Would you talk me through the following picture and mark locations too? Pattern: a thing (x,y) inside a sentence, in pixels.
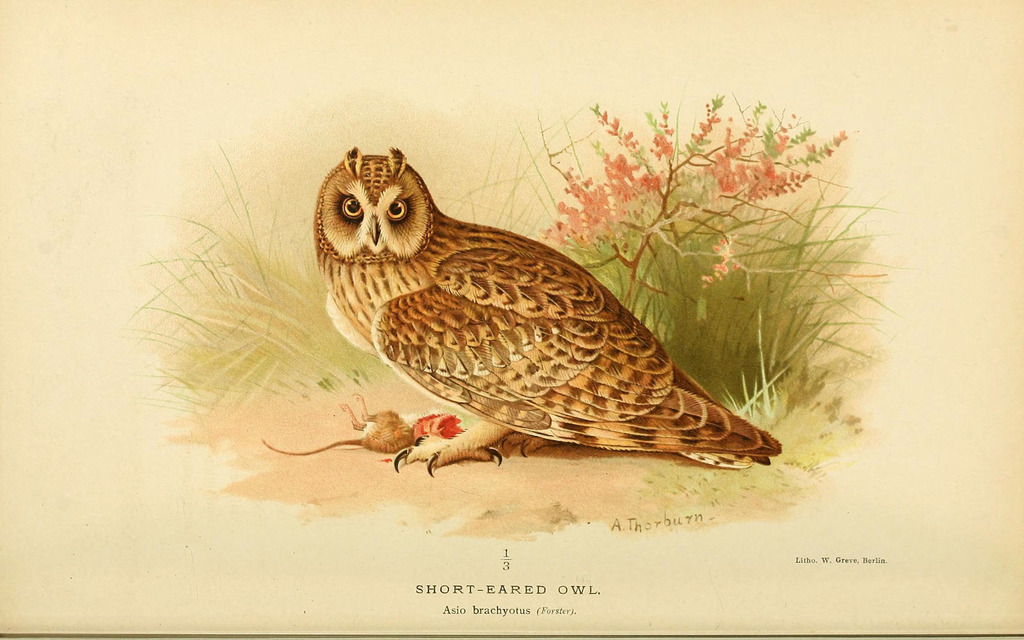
Here we can see a paper (855,577), in this paper (794,411) we can see painting (600,400) of an owl (577,349), grass (711,330) and flowers (632,138).
